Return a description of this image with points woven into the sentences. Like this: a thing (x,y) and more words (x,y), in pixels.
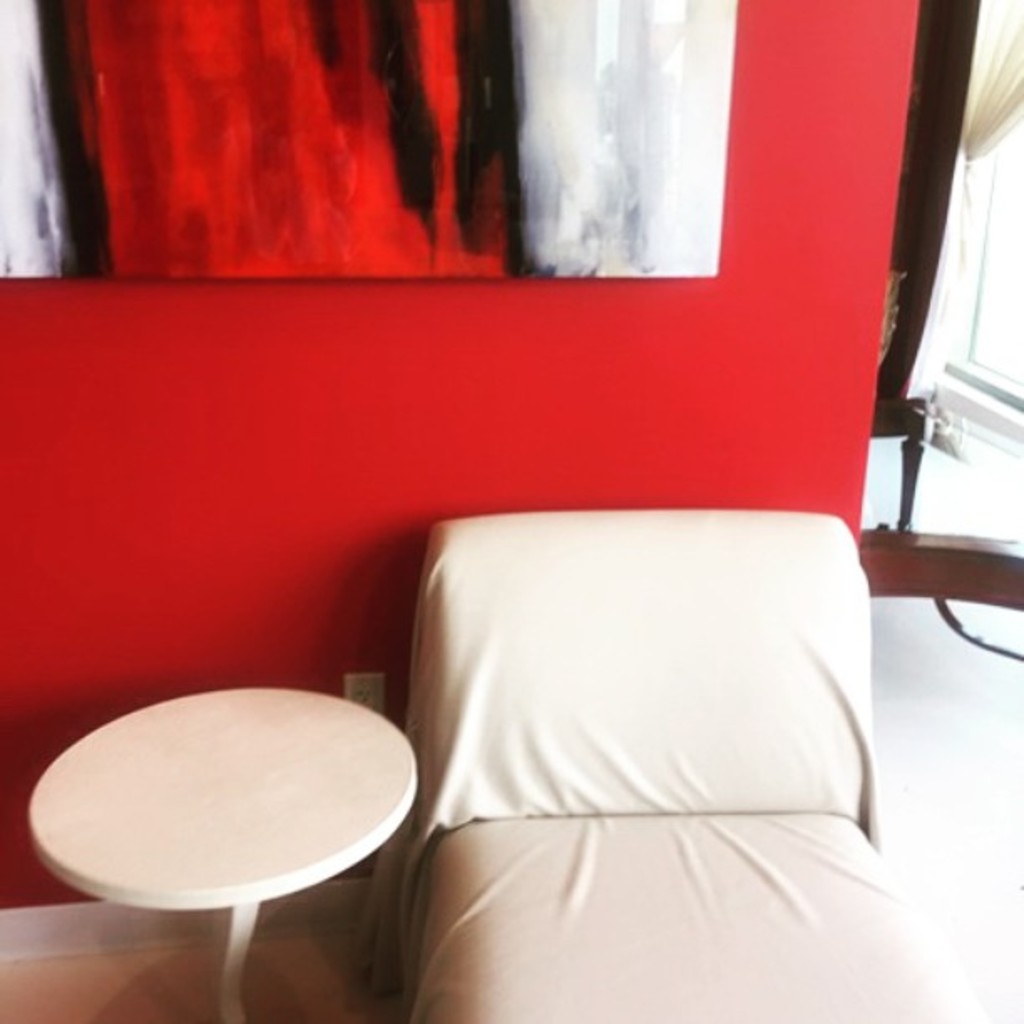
In this image we can see a side table (336,813), pillow (577,744) and a cot (622,920).
